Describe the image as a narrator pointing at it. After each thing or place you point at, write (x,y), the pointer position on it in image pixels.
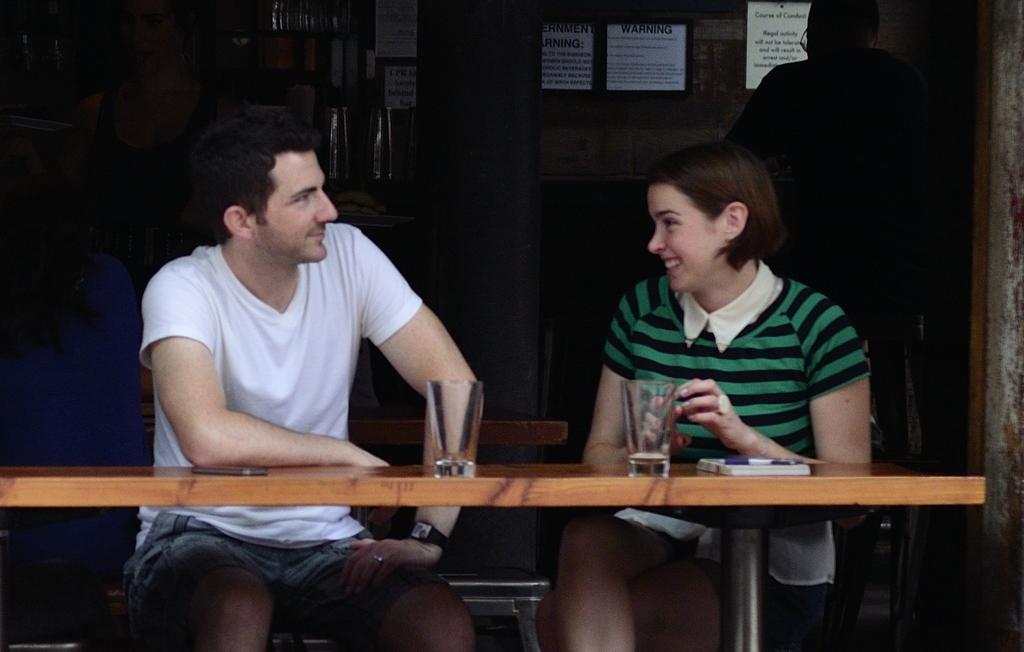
In the center of the image (478,380) there are two people (749,250) sitting on the chair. In front of them there is a table (46,506) on which there is a glass (463,427). There are some other objects (760,469). In the background of the image (711,40) there is a wall (698,42) on which there are papers (670,44). To the right side of the image (746,141) there is a person (837,31).
